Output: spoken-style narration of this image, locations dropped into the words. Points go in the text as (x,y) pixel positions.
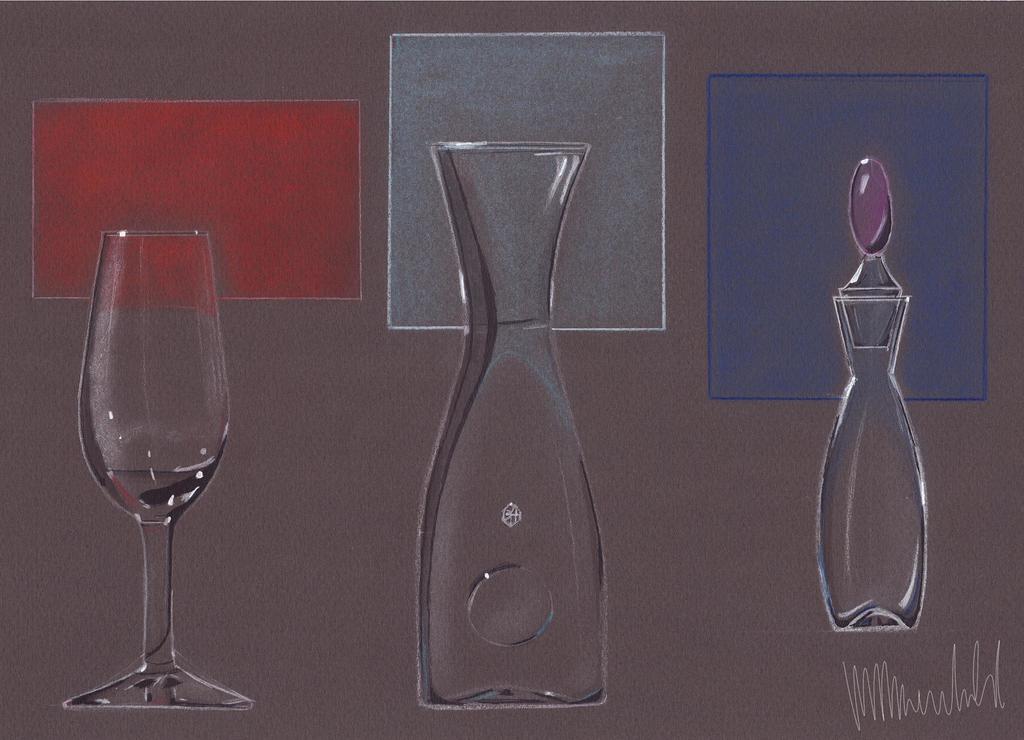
In this image there is a drawing (89,120) there are three glasses (861,430), in the background (737,132) there is a red box (73,128), blue box (722,89) and gray box (660,216).
